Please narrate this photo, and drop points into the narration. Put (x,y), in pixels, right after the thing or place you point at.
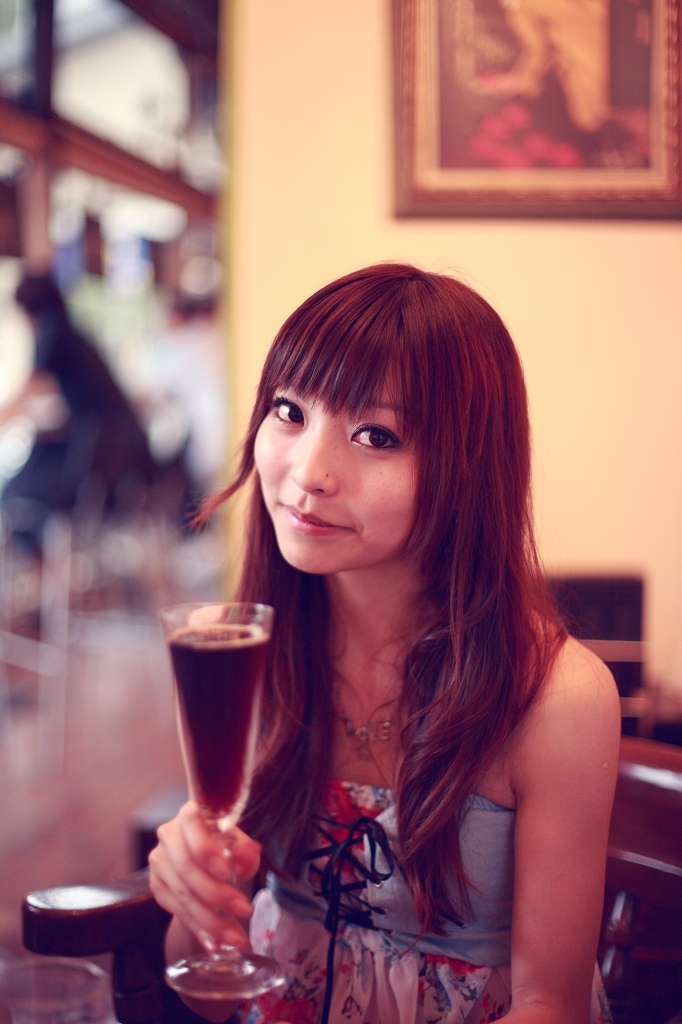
There is a girl (522,813) who is sitting and holding a glass (210,760) in her hand (214,840). The glass (210,822) contains drink (216,737) in it and in the background (272,159) we can see a wall (279,153) and a photo frame (511,76) and a chair (635,600).
